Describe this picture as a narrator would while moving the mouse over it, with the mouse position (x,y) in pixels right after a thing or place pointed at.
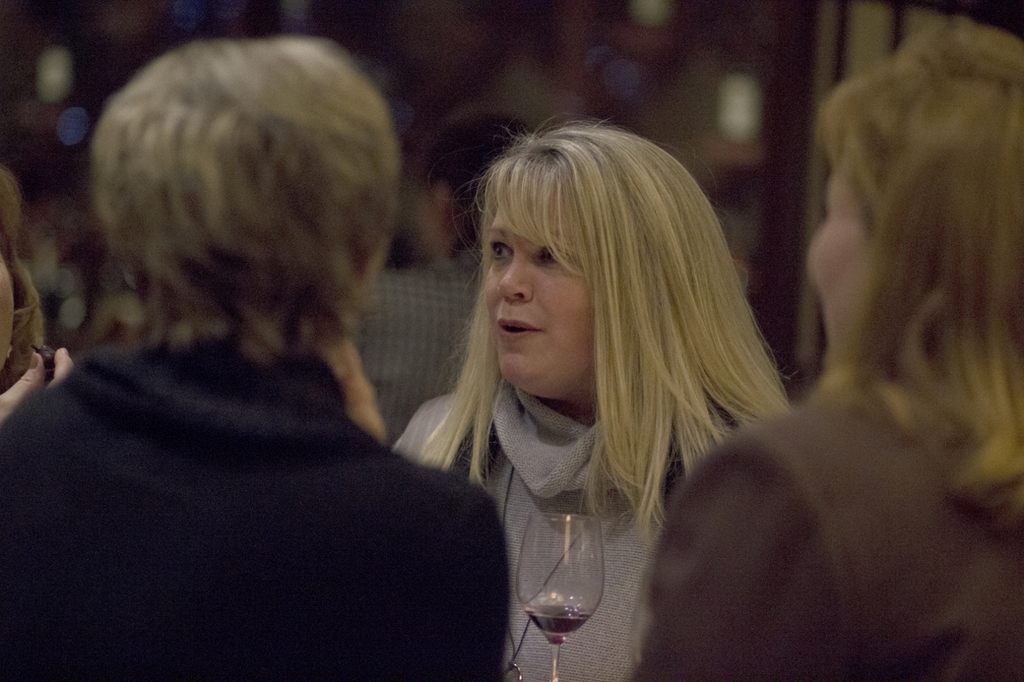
In this picture we can see a glass (522,542), some people (553,458), woman (616,309) talking and in the background (440,69) it is blurry.
